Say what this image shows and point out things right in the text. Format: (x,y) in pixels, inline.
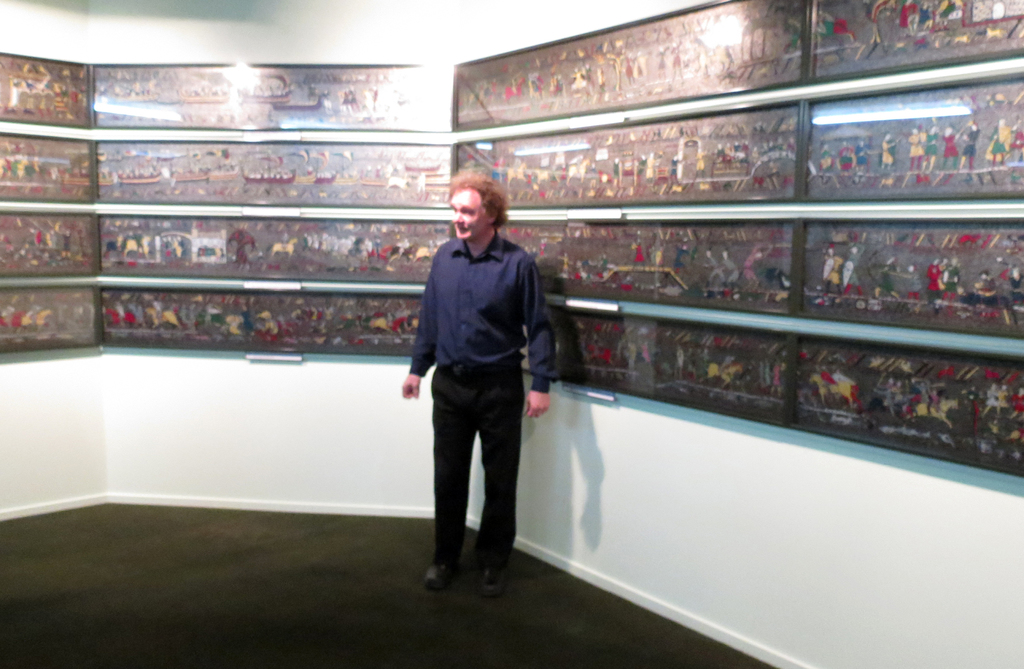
This picture is clicked inside the room (431,271). Man (449,296) in blue shirt (449,296) and black pant (506,389) is standing in a room (501,506). Behind him, we see a white wall (708,490) on which many frames (679,153) are placed on the wall (43,55).
